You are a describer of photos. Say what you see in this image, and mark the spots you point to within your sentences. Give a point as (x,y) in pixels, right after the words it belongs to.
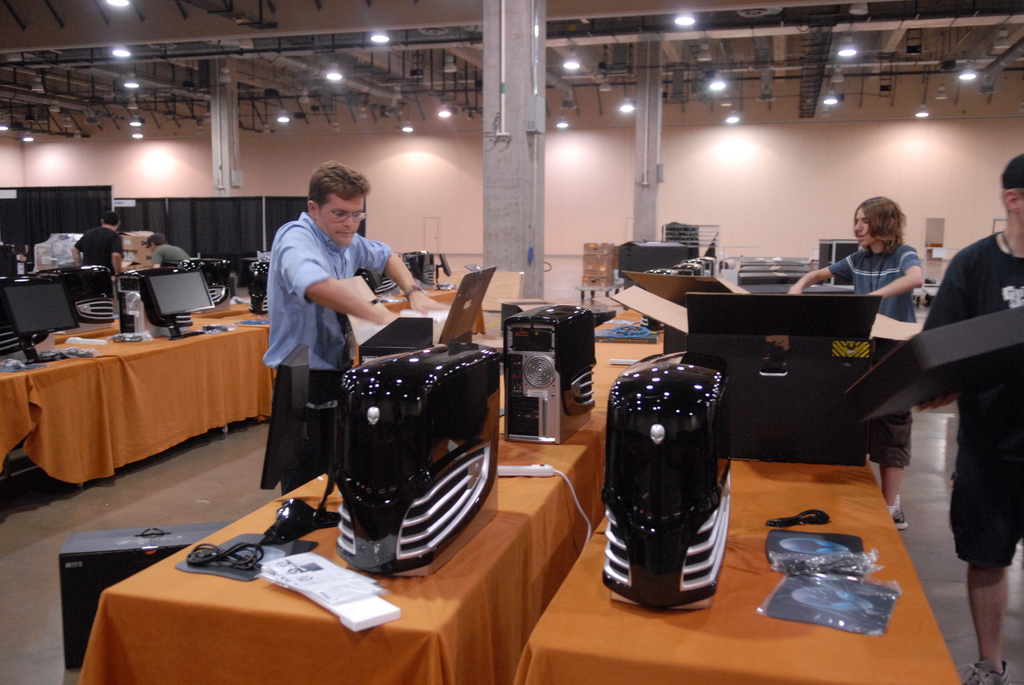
In this picture there is a table (576,602) which has few boxes (728,345) and some other objects (529,381) placed on it and there is a person (313,334) standing beside it and there are two other persons (873,282) standing in the right corner (899,289) and there are few desktops (143,330) placed on the table (20,381) in the left corner (161,289) and there are few lights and some other objects (230,173) in the background (664,239).
